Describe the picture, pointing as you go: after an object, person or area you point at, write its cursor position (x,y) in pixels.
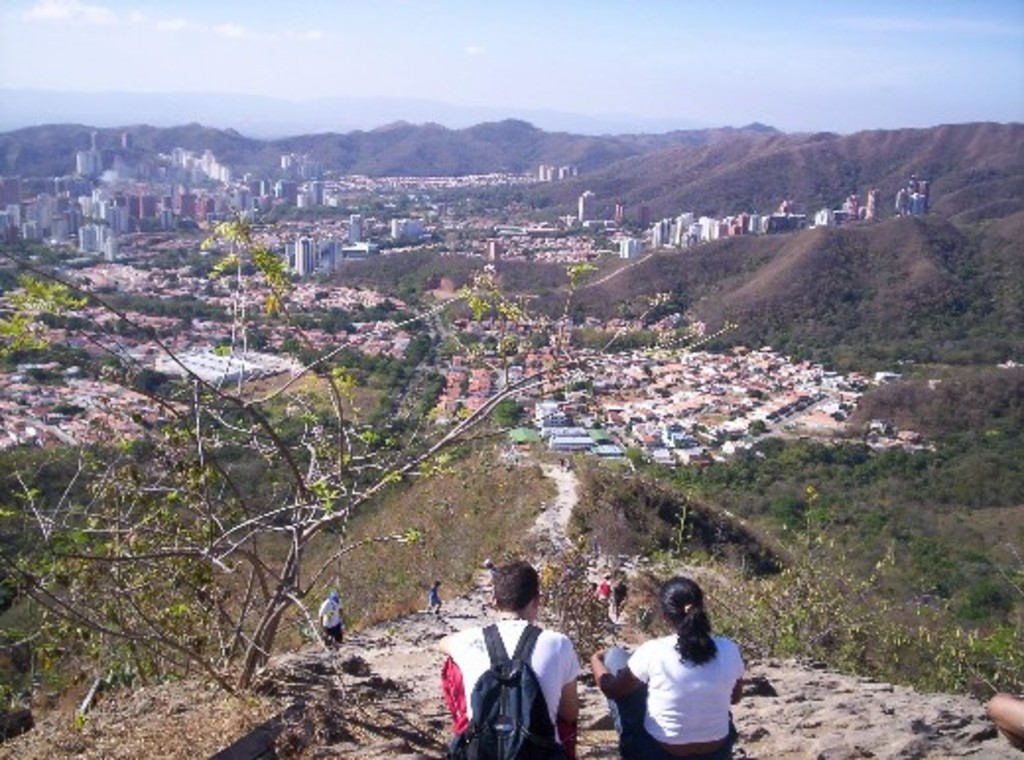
In this image I can see few people (679,645) with different color dresses (460,641). I can see one person (469,703) wearing the bag (477,735). In the background (425,100) I can see the many trees (212,549), houses (460,391), mountains (412,104) and the sky (390,60).
